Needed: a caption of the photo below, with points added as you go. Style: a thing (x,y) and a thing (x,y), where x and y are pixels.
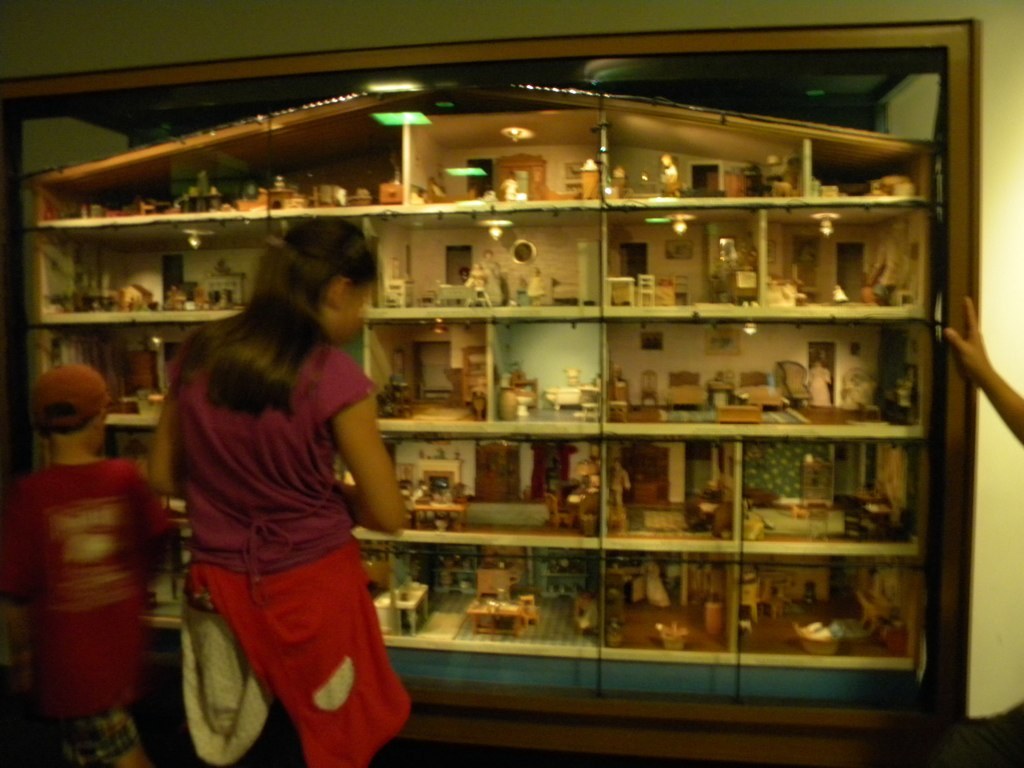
In the image there are two people (208,451) standing in the foreground (278,461) and behind them there are many shelves (408,168) and in the shelves (697,548) there are different objects (464,291) and there is a hand (962,349) on the right side (974,360).
